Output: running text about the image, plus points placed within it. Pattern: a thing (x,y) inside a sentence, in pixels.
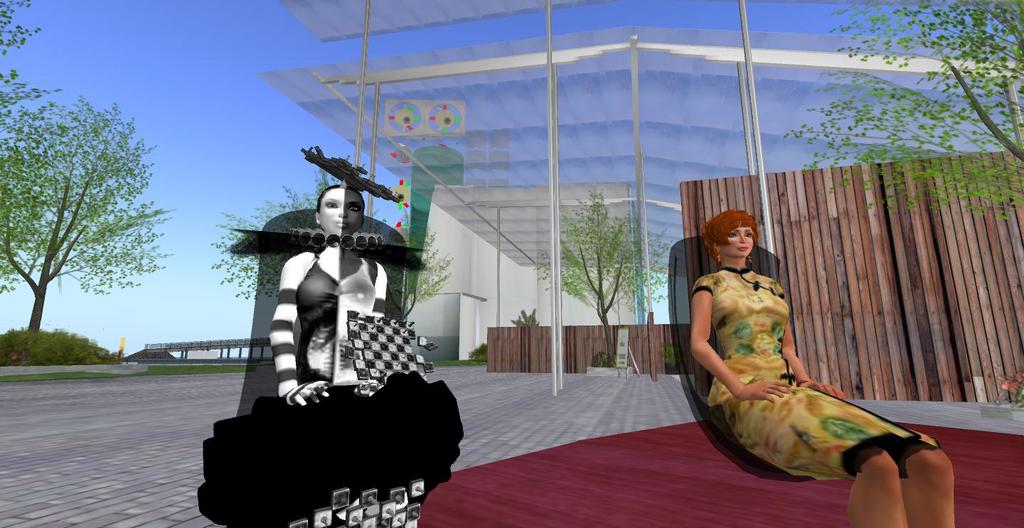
In this image I can see two cartoon persons (787,412). The person (766,401) at right (787,399) wearing yellow color dress (803,399), background (214,273) I can see few glass door (351,127), trees (26,178) in green color and sky (215,116) in blue color.
